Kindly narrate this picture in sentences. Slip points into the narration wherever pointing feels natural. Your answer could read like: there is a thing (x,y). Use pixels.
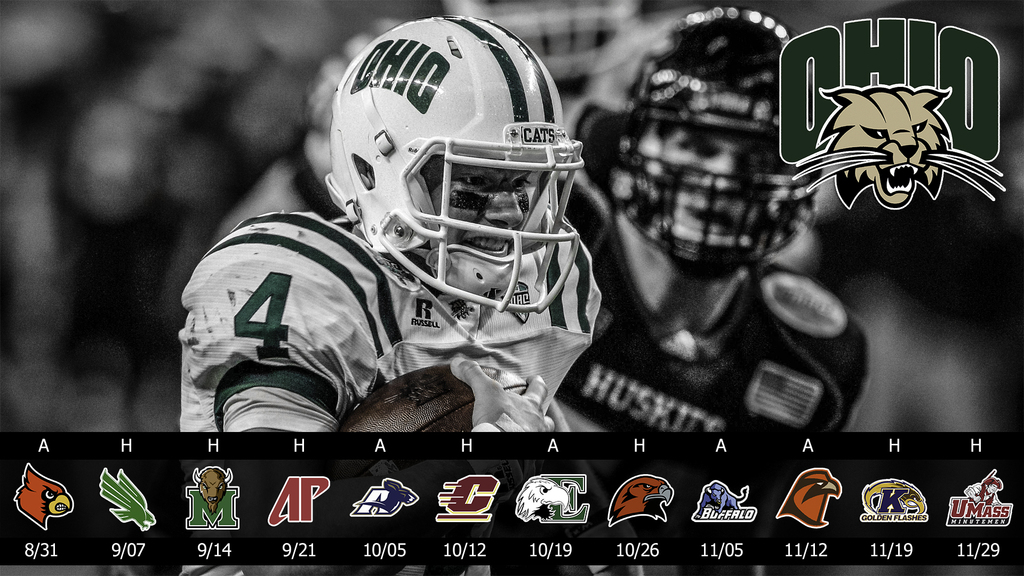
In this image, we can see persons (610,289) wearing clothes (638,358) and helmets (418,89). There is a person (426,138) in the middle of the image (503,304) holding a ball (384,419) with his hand (475,418). There are logos (203,513) at the bottom of the image (379,510). There is an another logo (877,65) in the top right of the image (907,141).
